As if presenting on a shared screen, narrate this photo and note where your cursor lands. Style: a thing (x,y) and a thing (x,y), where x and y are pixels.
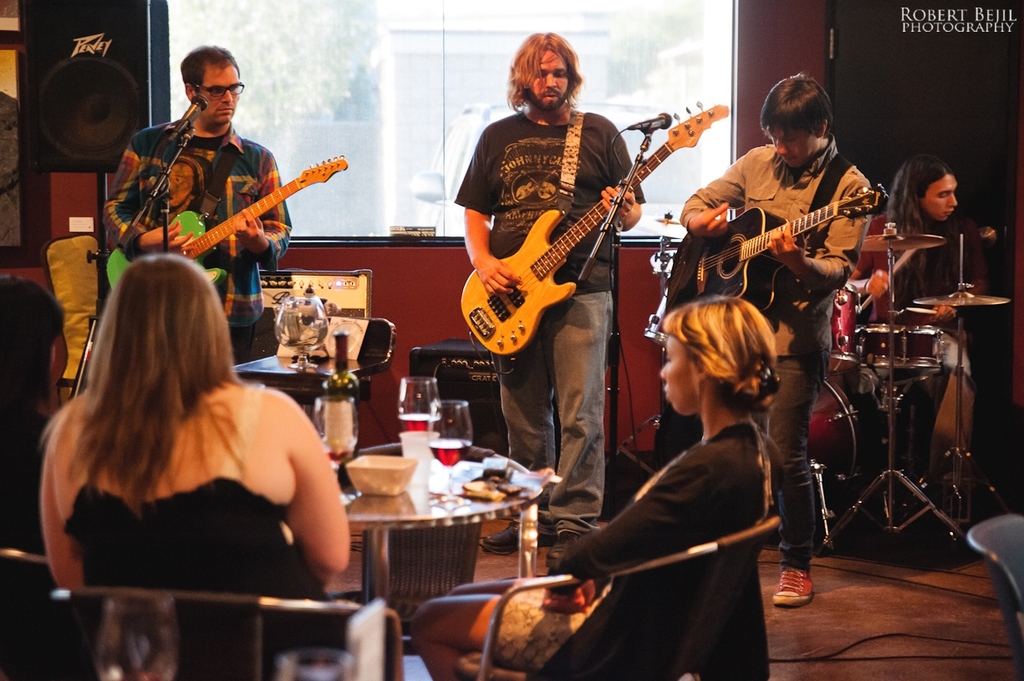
In this picture there are three people (255,282) playing guitars (804,250) and a person (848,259) to the right side of the image (883,260) is playing drums (890,288). In the background (470,364) we observe few musical instruments (872,362), black boxes (457,386) and there is a glass window (435,86). Two women (312,494) are sitting on the table (530,533) where food eatables (407,477) on top of it. There are also speakers (125,89), glass window (709,40) in the background (698,46). To the right side of the image (989,23) there is a watermark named as Robert bejil photography.
